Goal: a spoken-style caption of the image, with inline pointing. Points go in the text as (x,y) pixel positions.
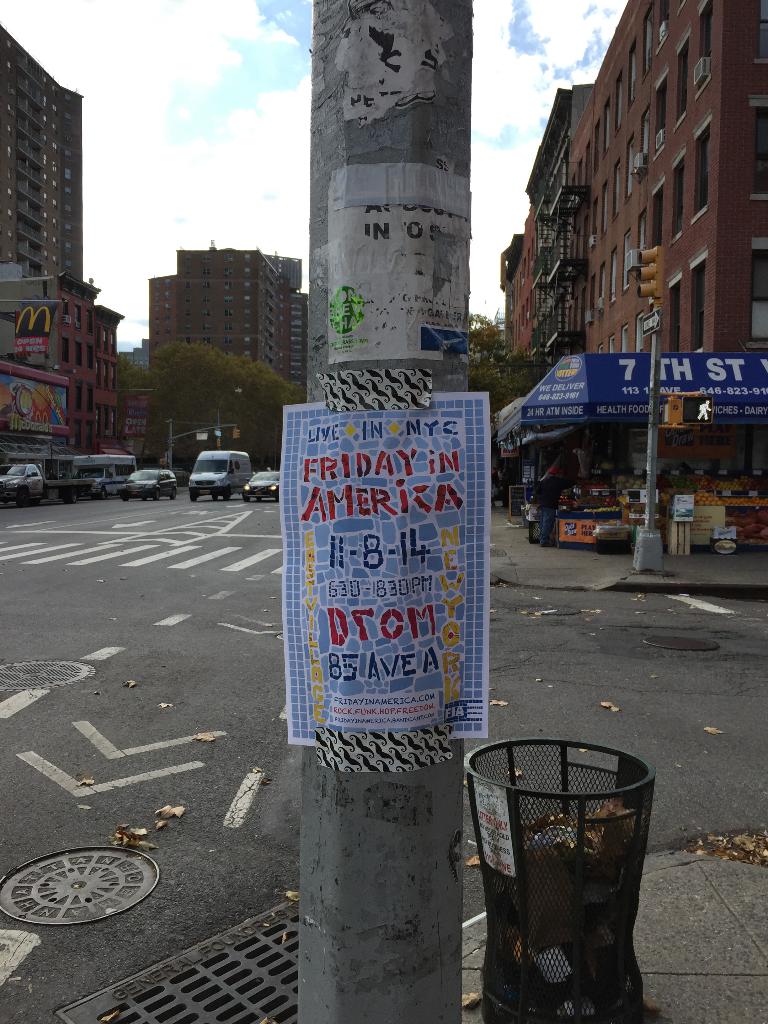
In front of the image there are posters (384,311) attached to the pole (391,782). Beside the pole (374,917) there is a dustbin (611,957). There are vehicles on the road (158,729). There are traffic lights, directional boards (217,434). On the right side of the image (549,483) there is a person (545,521) standing in front of the fruit stall (645,506). In the background of the image (34,383) there are trees (263,446), buildings (703,223). At the top of the image (278,132) there are clouds (209,71) in the sky (229,72).
